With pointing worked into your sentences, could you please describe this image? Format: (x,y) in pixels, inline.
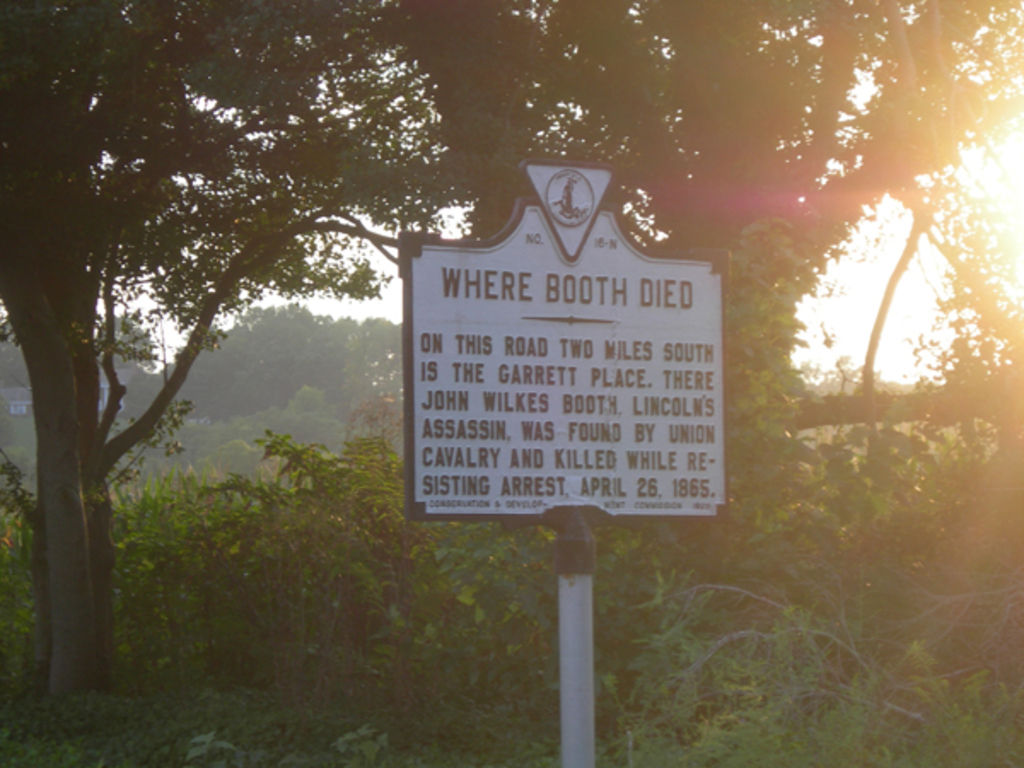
There is a board (447,328) and trees (99,225) are present at the back (547,686).
